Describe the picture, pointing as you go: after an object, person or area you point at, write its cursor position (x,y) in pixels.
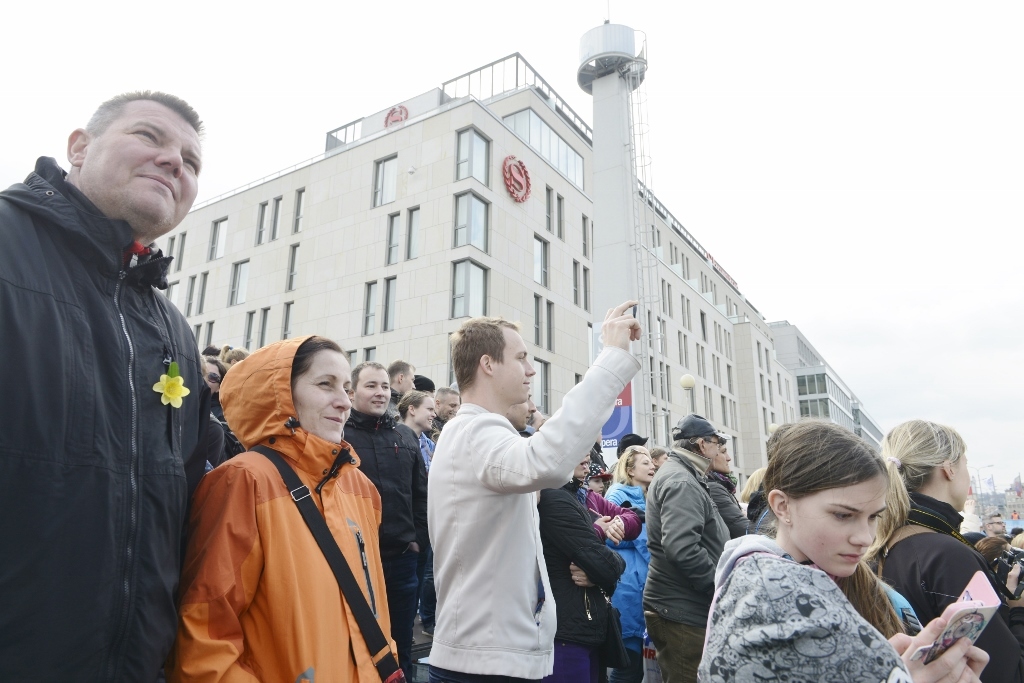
At the bottom of the image (188,654) few people (134,620) are standing and holding something in their hands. Behind them there are some buildings (514,228). At the top of the image (851,145) there is sky (960,141).
